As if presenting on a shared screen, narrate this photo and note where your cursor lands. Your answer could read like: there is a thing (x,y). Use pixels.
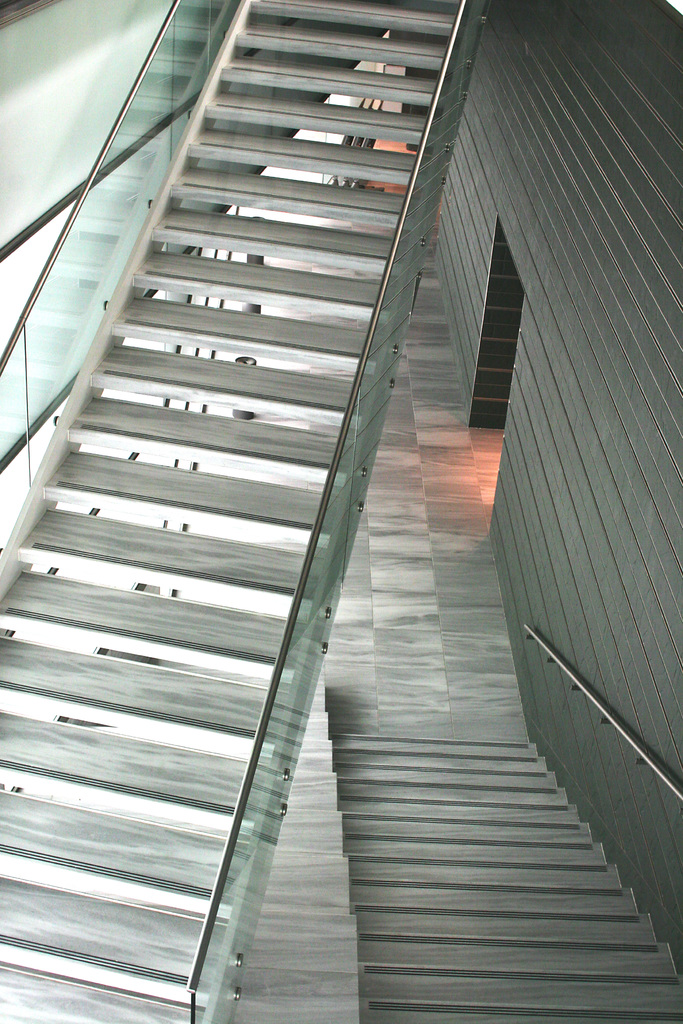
In this picture, we see staircases (188,801). On the right side of the picture (527,178), we see a wall (534,171) in grey color. On the left side of the picture (128,146), we see glass windows (48,337).
